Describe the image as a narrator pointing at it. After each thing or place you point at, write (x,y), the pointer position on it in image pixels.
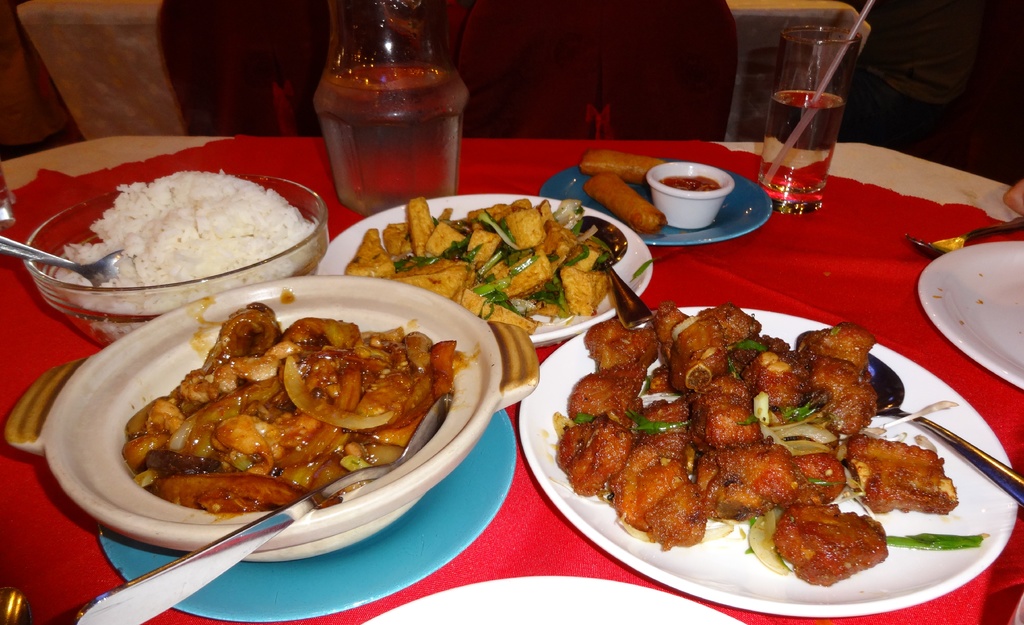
In this image there are bowls (288,475) on the surface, there are plates (399,578) on the surface (525,530), there is a jug (401,88) truncated, there is water (810,139) in the glass (803,204), there is a straw (836,70) truncated, there is a red colored cloth (824,255) on the surface (874,171), there is a fork (971,234) truncated towards the right of the image (923,249), there is a plate (989,316) truncated towards the right of the image (1006,311), there are objects (712,101) truncated at the background of the image (255,64).
